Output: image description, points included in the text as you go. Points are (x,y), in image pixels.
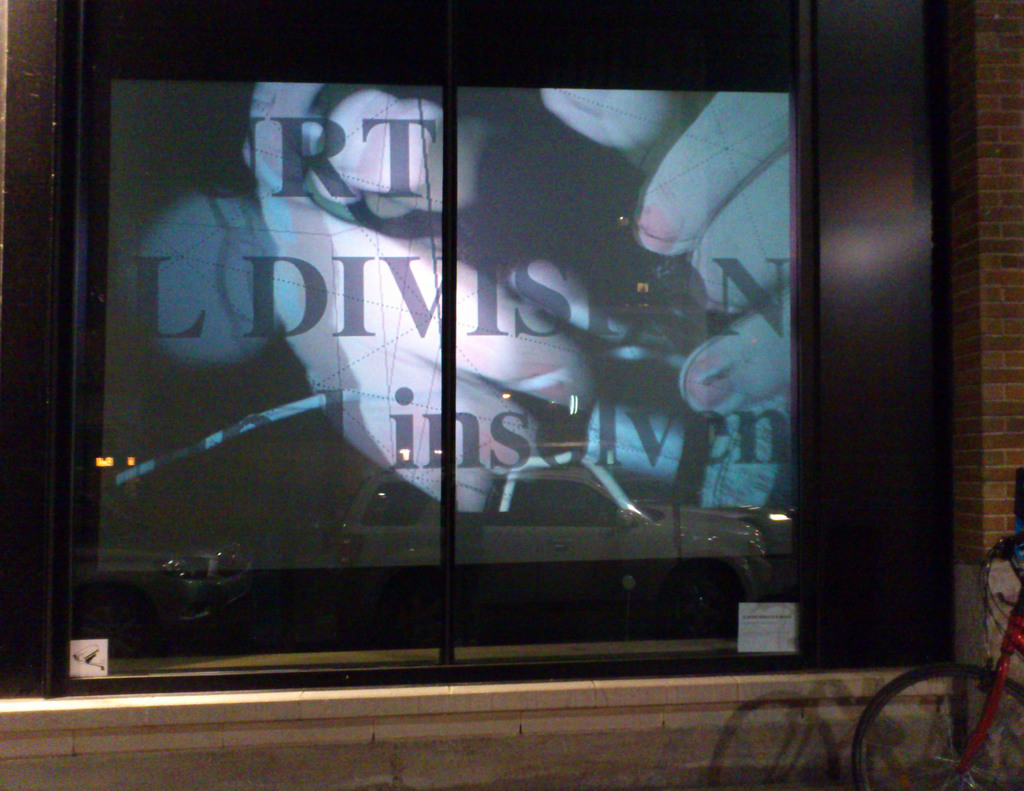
In this picture there is a television screen (665,469). On the right (979,641) we can see a brick wall (995,393). Beside it there is a bicycle (963,771).
